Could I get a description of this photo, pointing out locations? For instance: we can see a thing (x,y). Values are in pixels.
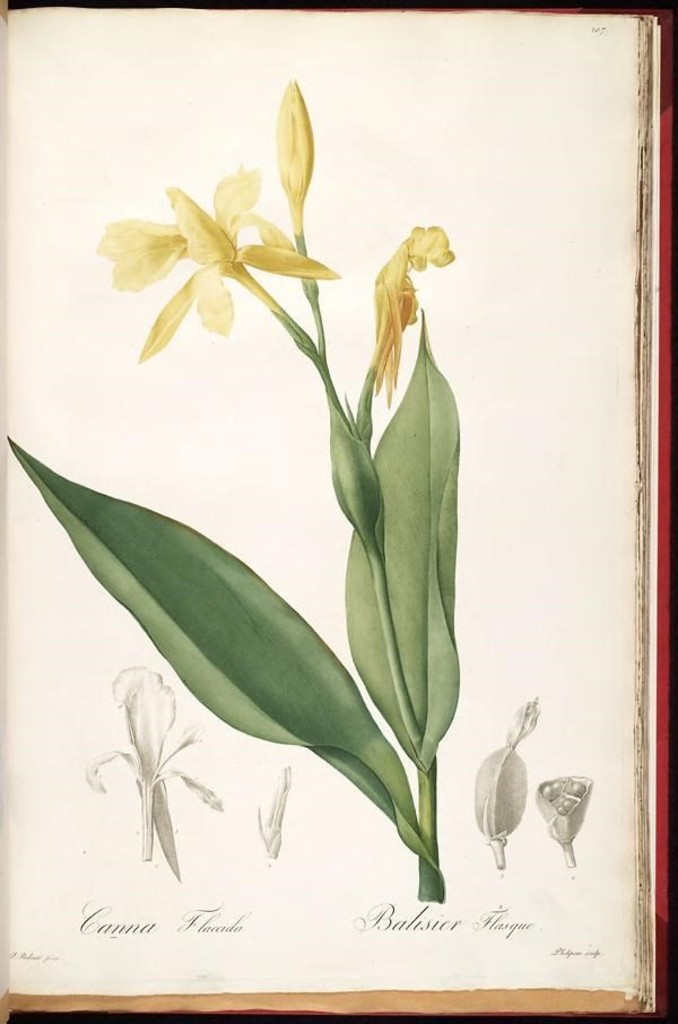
In this image, we can see a poster (266,637) with some images (190,656) and text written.
